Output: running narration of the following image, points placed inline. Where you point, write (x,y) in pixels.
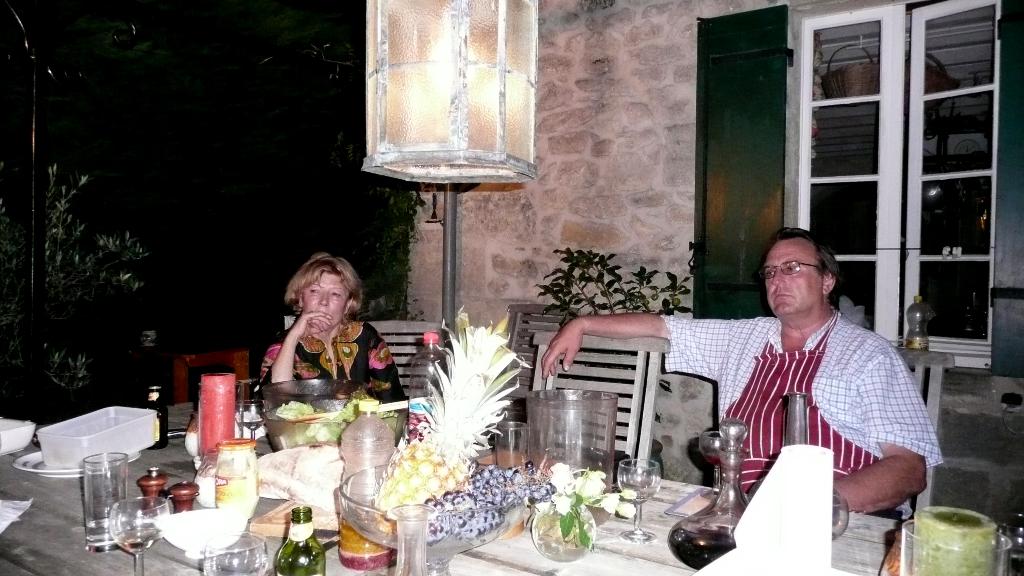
Here we can see two persons (671,325) are sitting on the chair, and in front (456,481) here is the table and bottle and fruits (435,449) and some objects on it, and at back (611,143) here is the wall (583,191), and here is the window (801,139), and here is the light (373,115), and here is the tree (55,263).
